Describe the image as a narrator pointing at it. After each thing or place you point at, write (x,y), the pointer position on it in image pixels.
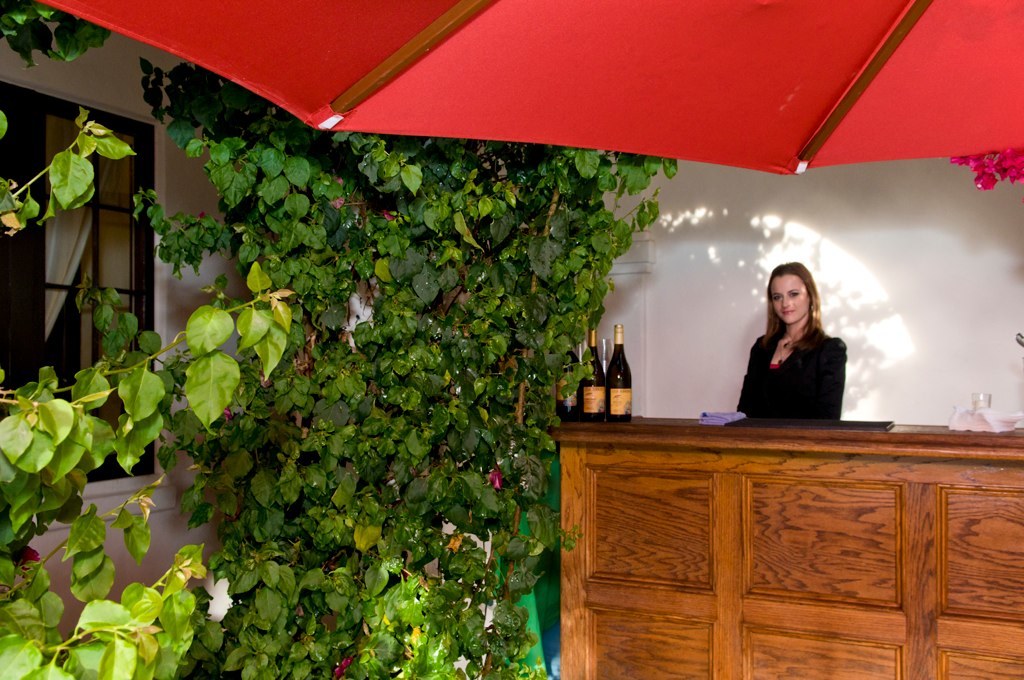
On the background (882,262) we can see a wall (877,226). A woman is standing here in front of a table (967,488) and on the table (857,472) we can see glass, bottles (610,373). Here we can see plants (49,643). This is a window (127,284). We can see partial part of an umbrella (816,93) here.
